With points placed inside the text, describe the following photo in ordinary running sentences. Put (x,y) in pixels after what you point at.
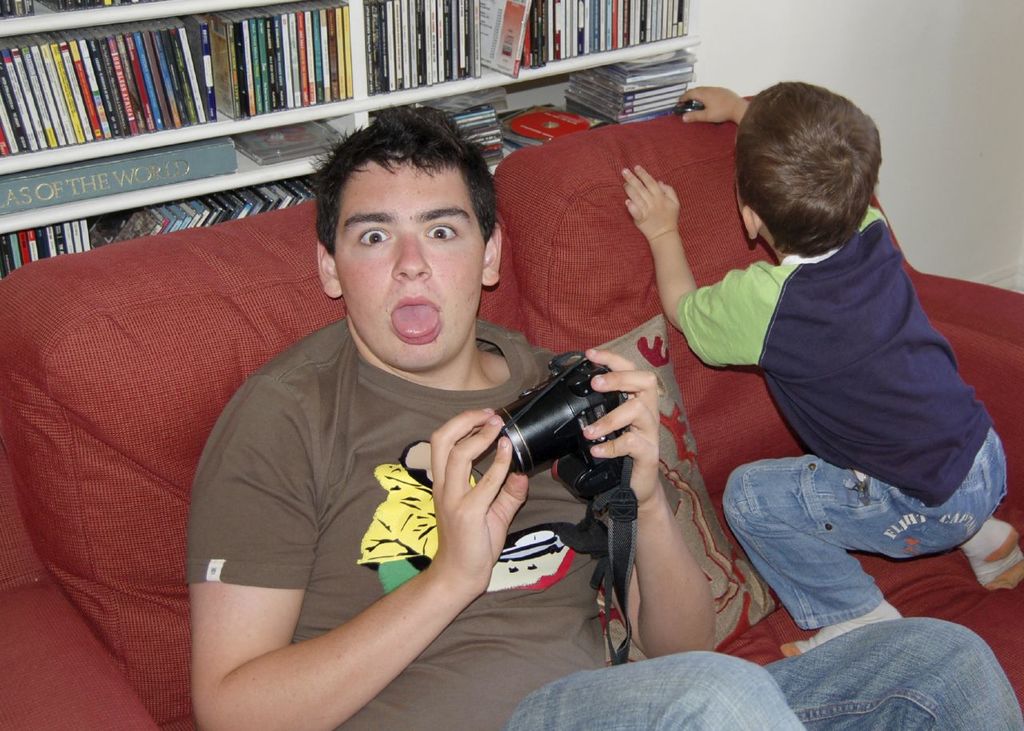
in this image on the right side (842,444) the boy (827,419) is kneeling on the sofa (729,446) and on the left side (308,542) the boy (463,438) is sitting on the sofa (161,599) and holding the camera (540,436) behind the person (241,478) many books (98,104) are there.
